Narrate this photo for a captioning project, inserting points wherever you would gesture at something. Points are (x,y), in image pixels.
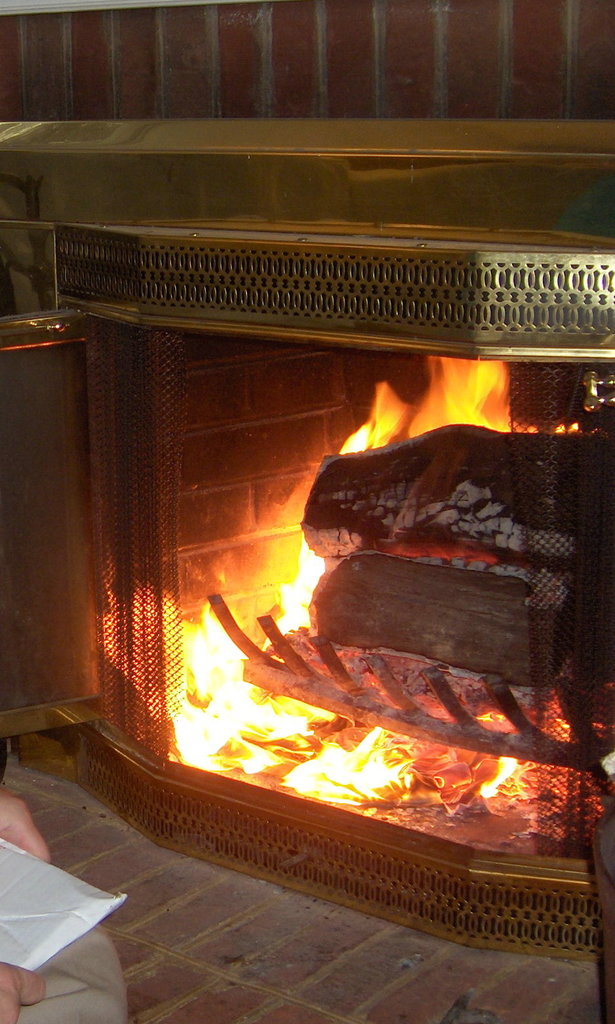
We can see object (38,929) hold with hands (12,989) and we can see flame (390,416) with wood (368,603) and wall (237,40).
